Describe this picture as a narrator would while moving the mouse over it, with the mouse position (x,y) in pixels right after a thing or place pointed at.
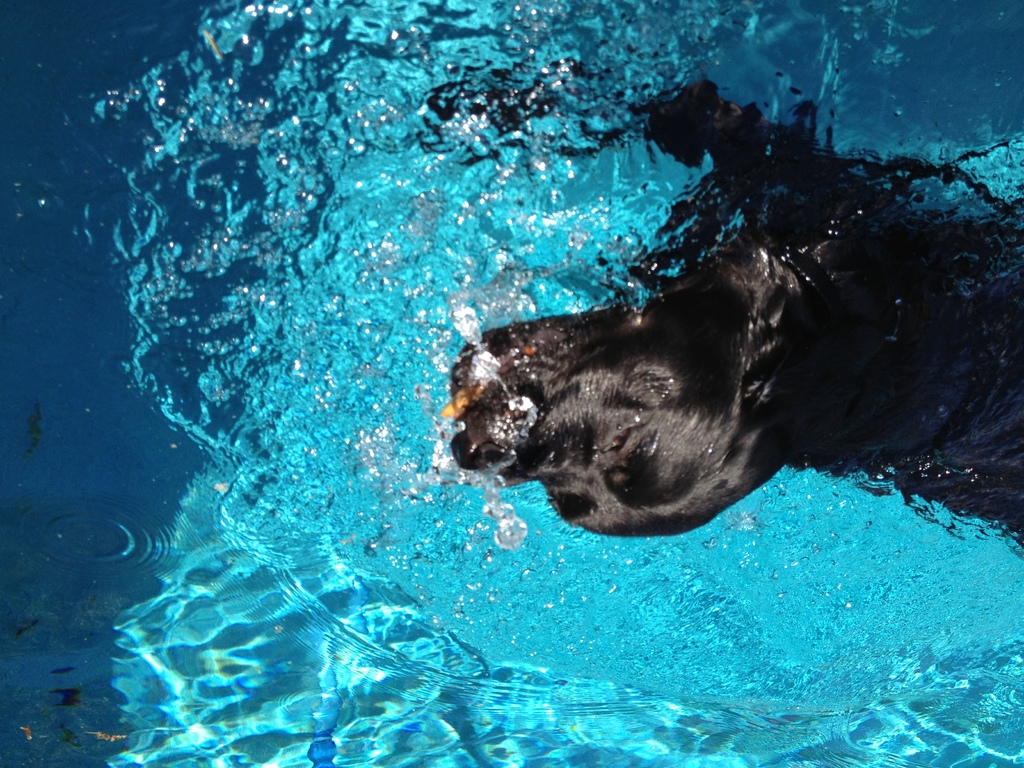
In this picture there is a dog (734,243) in the center of the image (629,375), inside the water (402,399).
